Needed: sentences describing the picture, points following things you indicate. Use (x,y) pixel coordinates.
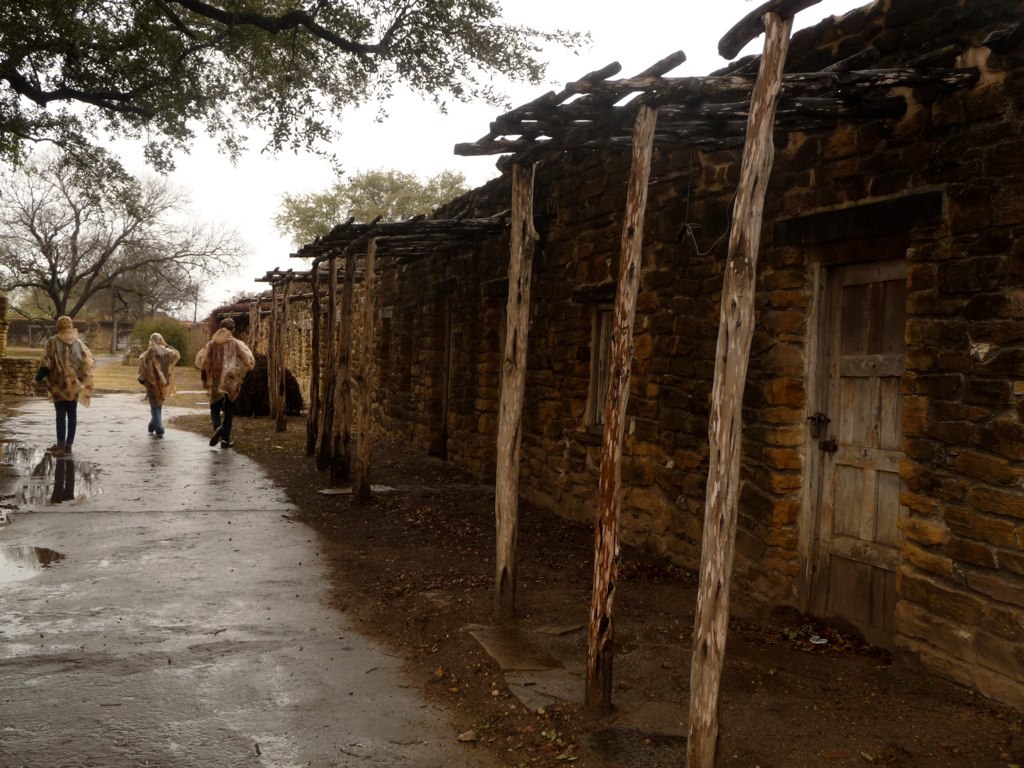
There are three persons (147,369) standing on the road (115,474) on the left side of this image (48,381). There are some houses (646,371) on the right side of this image (787,396). There are some trees (146,68) in the background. There is a sky (183,217) at the top of this image (332,139).
